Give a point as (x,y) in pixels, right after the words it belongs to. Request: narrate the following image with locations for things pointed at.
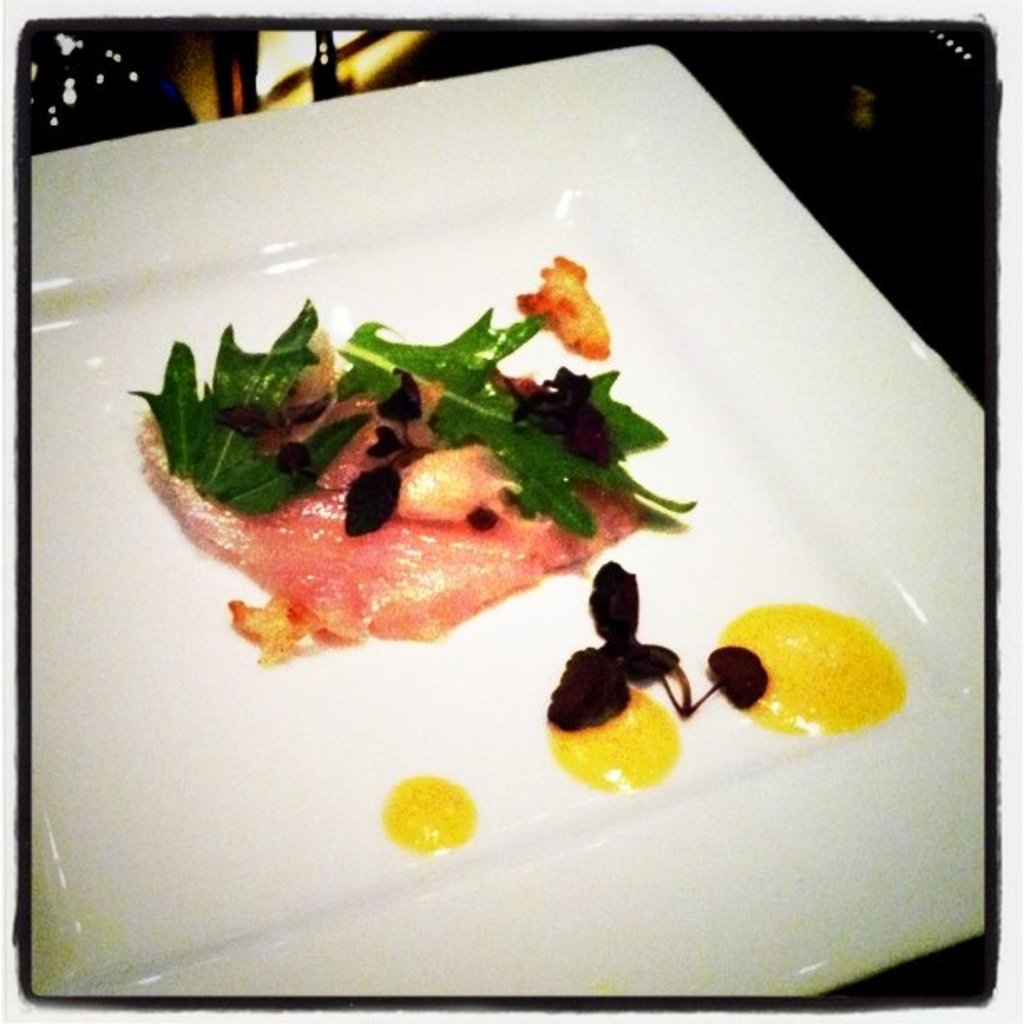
This image consists of a plate (641,264). It is in white color. On that there are some eatables (204,402).
